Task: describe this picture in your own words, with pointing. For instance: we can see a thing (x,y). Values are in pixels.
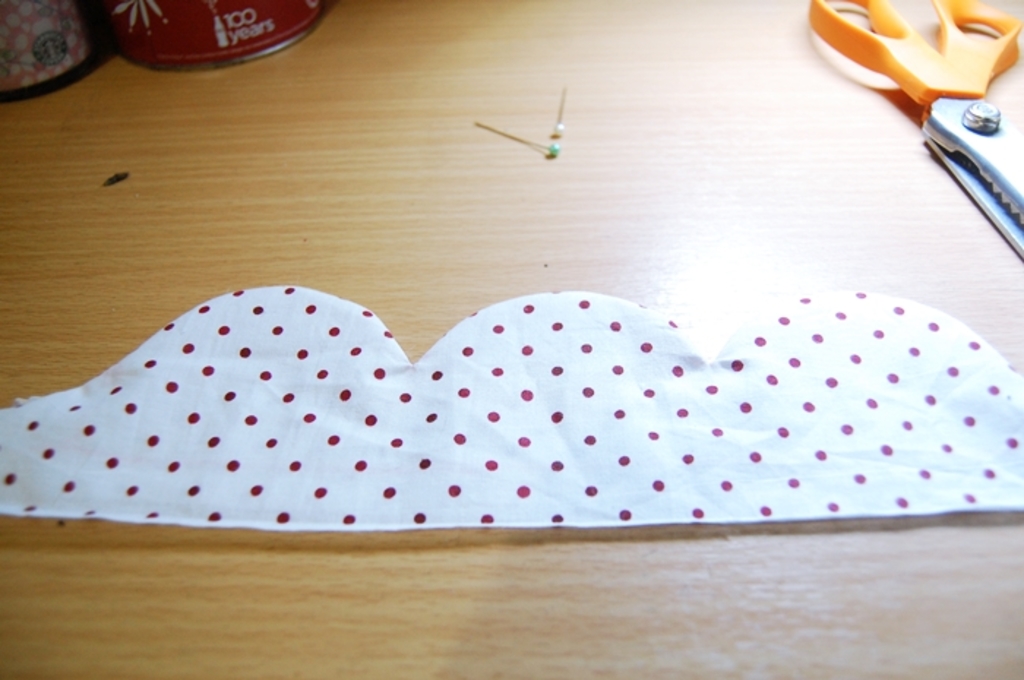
In this picture, we see a white cloth (489,437), scissors (980,130), head pins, two boxes (161,25) in red and cream color are placed on the wooden table (380,250).
